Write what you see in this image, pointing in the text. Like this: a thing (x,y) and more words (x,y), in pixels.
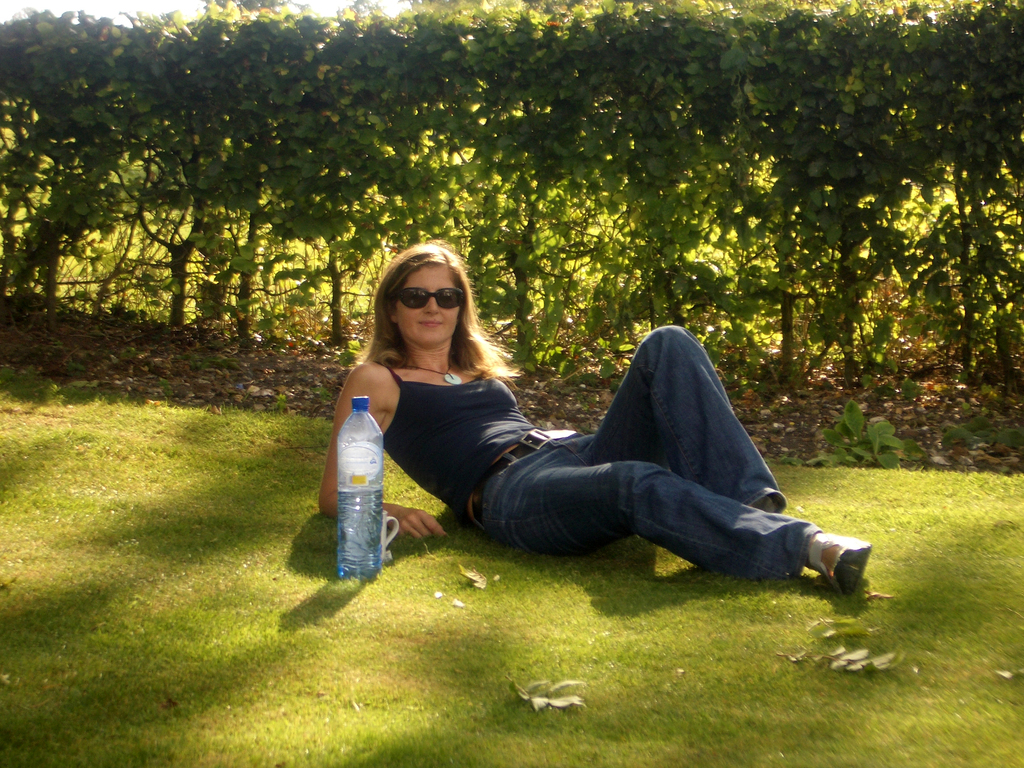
On the background (680,95) we can see trees (554,140). These are dried leaves (913,407). We can see a plant (892,455) here. We can see a woman (749,502) lying on a grass (624,551) and she is carrying a smile (423,322) on her face (429,305). She wore goggles (412,293). This is a water bottle (373,547) and behind to the bottle (367,555) we can see a cup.
